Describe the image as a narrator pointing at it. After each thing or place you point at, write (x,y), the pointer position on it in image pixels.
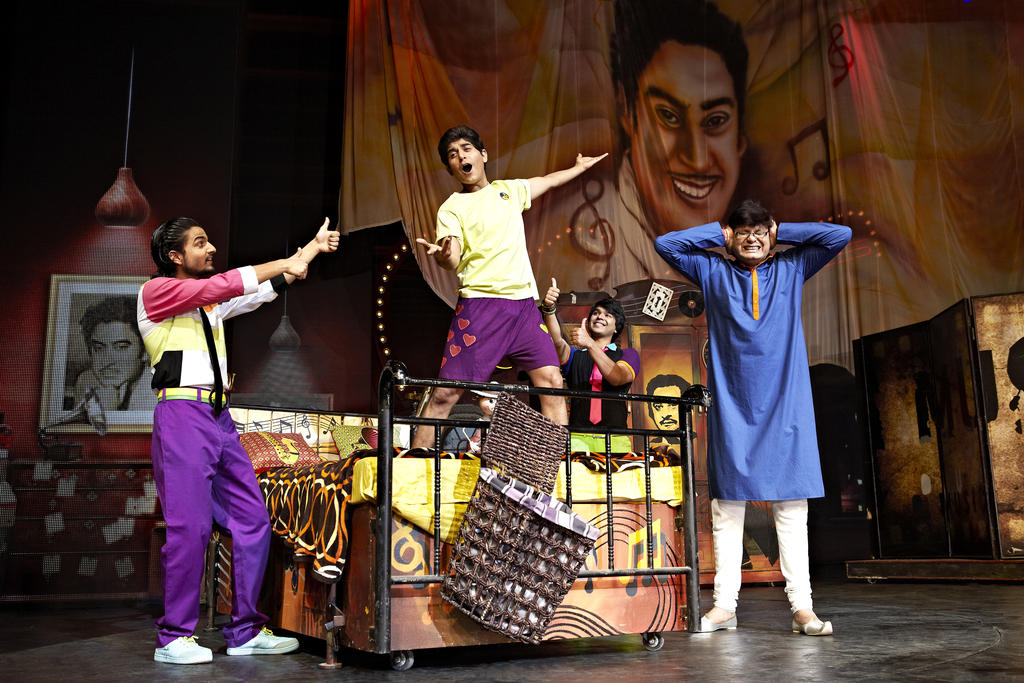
As we can see in the image there is banner (555,140), few people (469,311), photo frame (108,377), light (128,205), mats (521,495) and bed (472,469).
